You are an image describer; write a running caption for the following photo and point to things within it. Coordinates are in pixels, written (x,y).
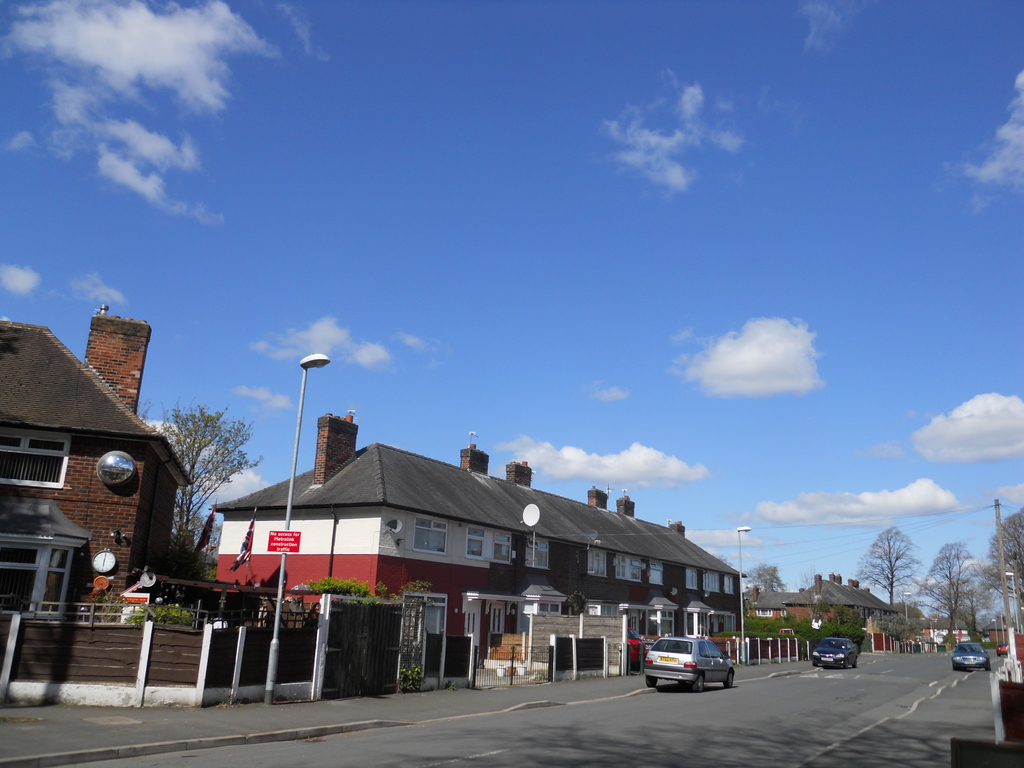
In this image we can see houses (13,413). There are light poles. There are trees (877,574). At the top of the image (424,131) there is sky (350,126) and clouds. At the bottom of the image (673,720) there is road (872,693) with vehicles (842,648).
